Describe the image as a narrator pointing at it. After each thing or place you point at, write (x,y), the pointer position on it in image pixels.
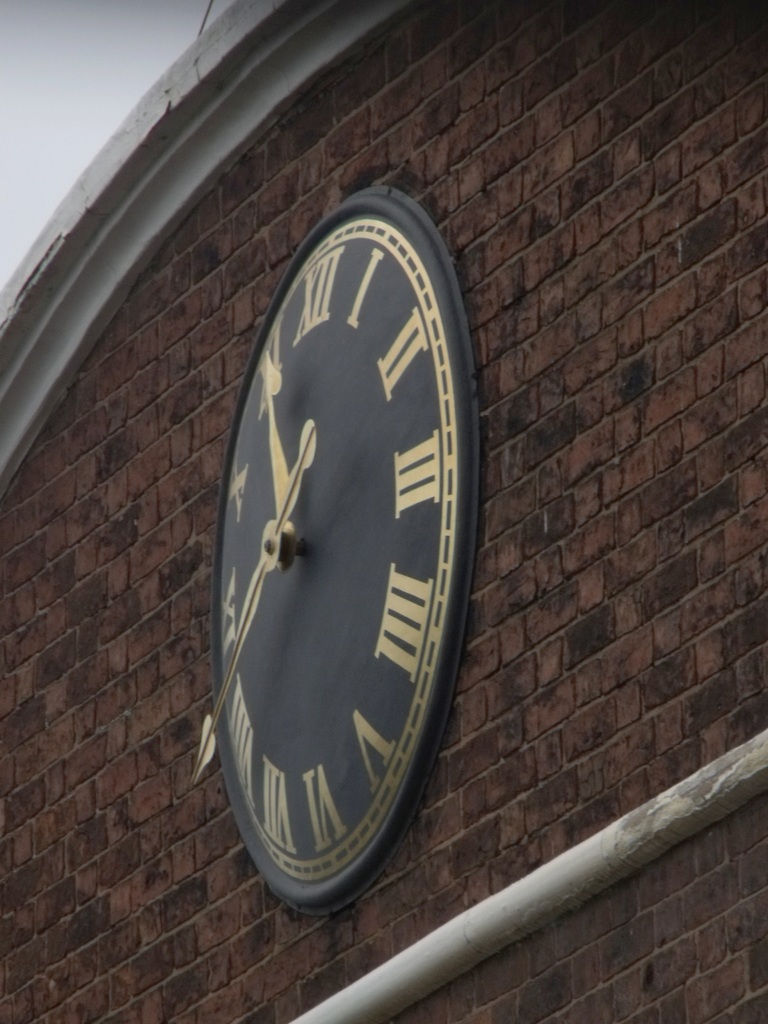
In this image there is a wall (385,923) and on the wall (397,924) there is a clock (374,708), and at the bottom (434,965) there is one pipe (610,867).
